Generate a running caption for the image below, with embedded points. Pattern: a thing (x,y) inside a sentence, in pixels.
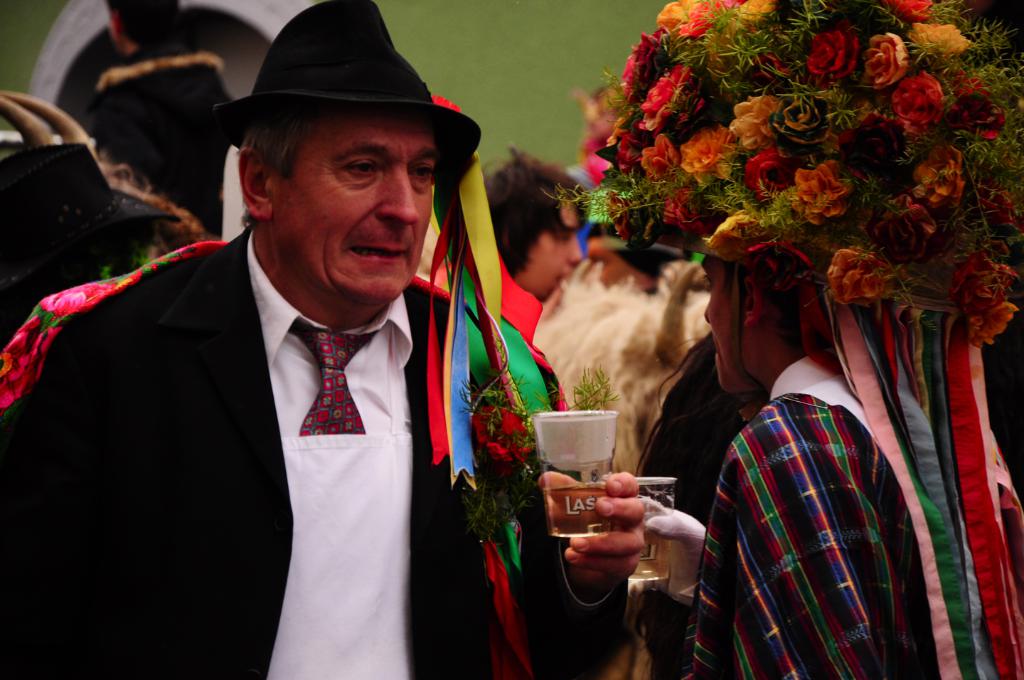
In this image we can see a group of people (601,250) standing on the floor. One person (497,402) wearing black coat (201,467) and hat (394,85) is holding a glass (571,428) in his hand (594,551). One person (928,532) wearing a helmet (803,37) made of flowers (862,293) and ribbons (888,451). In the background (613,366), we can see a person (638,336) in a white coat (632,310).
